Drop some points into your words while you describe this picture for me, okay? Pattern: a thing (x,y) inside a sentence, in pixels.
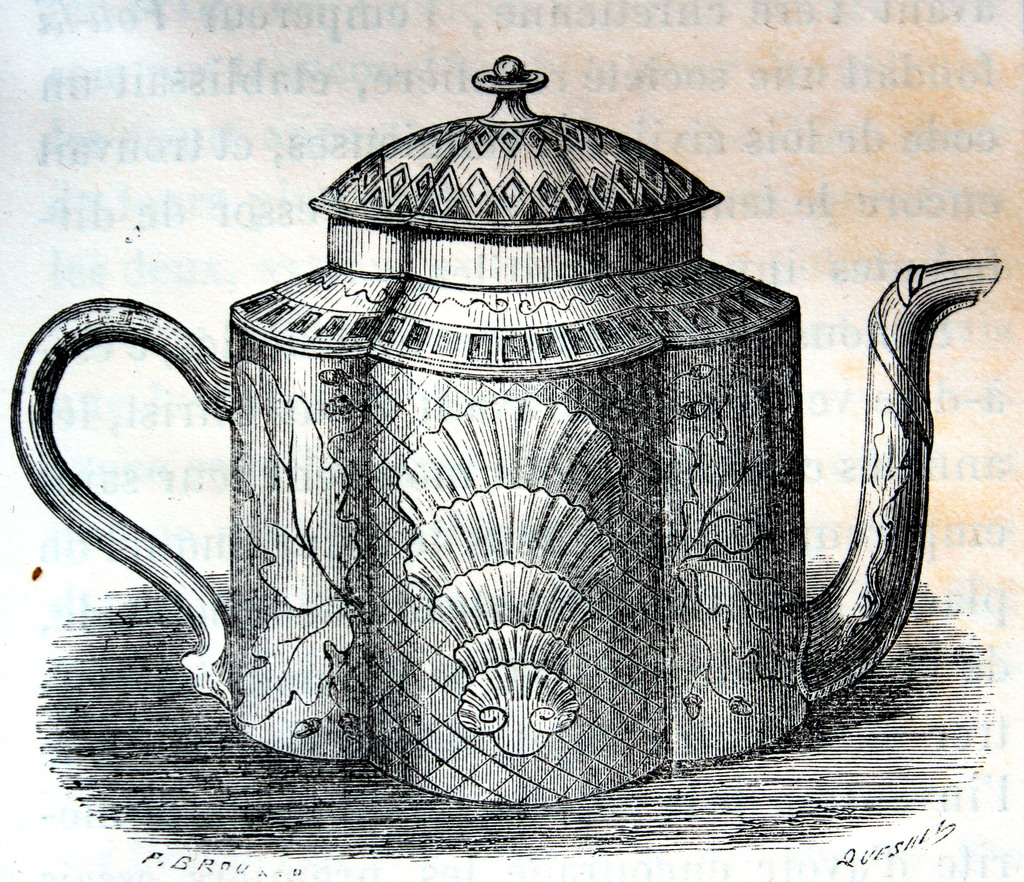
This is a picture of paper (120,111) from a book (825,62). In this picture there is a teapot drawing (453,568).
